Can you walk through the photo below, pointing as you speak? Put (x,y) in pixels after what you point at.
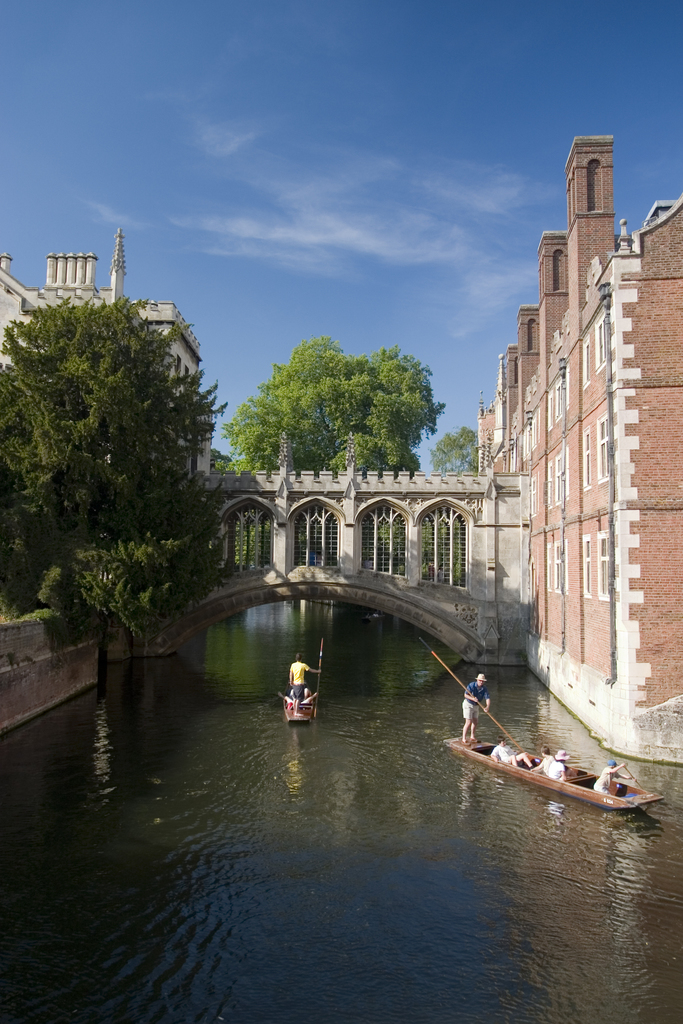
This image is taken outdoors. At the top of the image (263,197) there is a sky (384,242) with clouds (371,170). At the bottom of the image (312,884) there is a lake (160,749) with water (368,832). In the middle of the image (301,541) there is a bridge (333,527) with pillars (417,523) and walls (419,485). There are a few trees (290,421) and there are two boats (573,784) sailing on the lake (327,709). There are a few people (516,754) in the boats (305,715). There are a few buildings (37,301) with walls (620,538), windows (363,528) and roofs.
